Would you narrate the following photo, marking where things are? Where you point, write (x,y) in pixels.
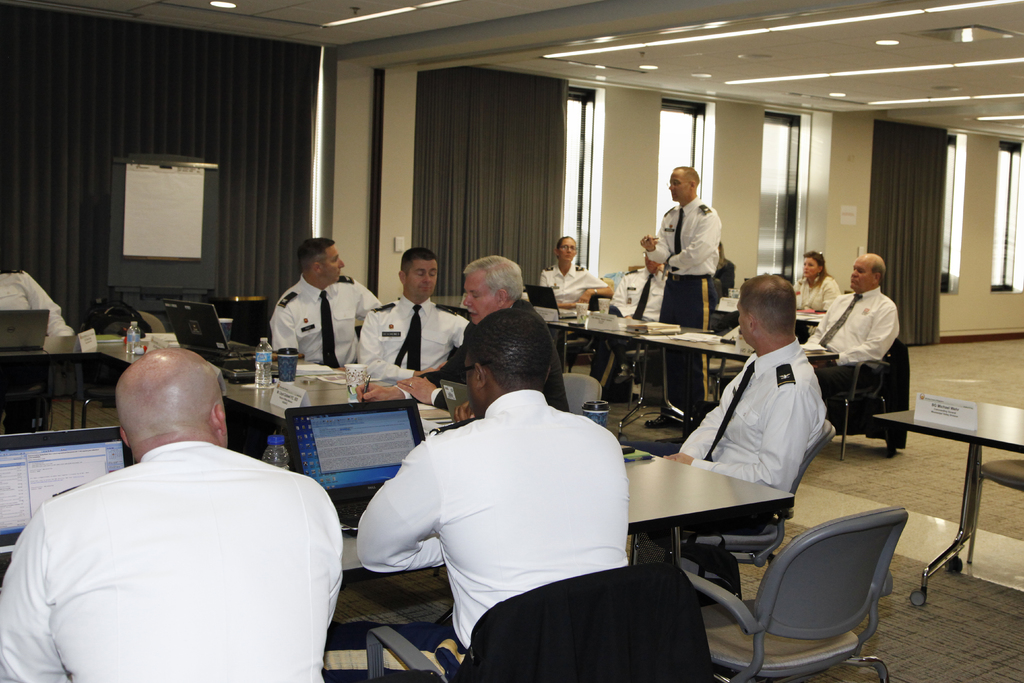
In this picture there are group of men (542,371) who are sitting on a chair (573,398). There is a man (683,274) standing. There is a laptop (222,349), bottle (266,371), cup (286,353), nameplate (286,394), book (649,332) on the table (724,348). There is a grey curtain (490,205) and some lights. There is a board (214,236) and papers (177,225) are there on it.
